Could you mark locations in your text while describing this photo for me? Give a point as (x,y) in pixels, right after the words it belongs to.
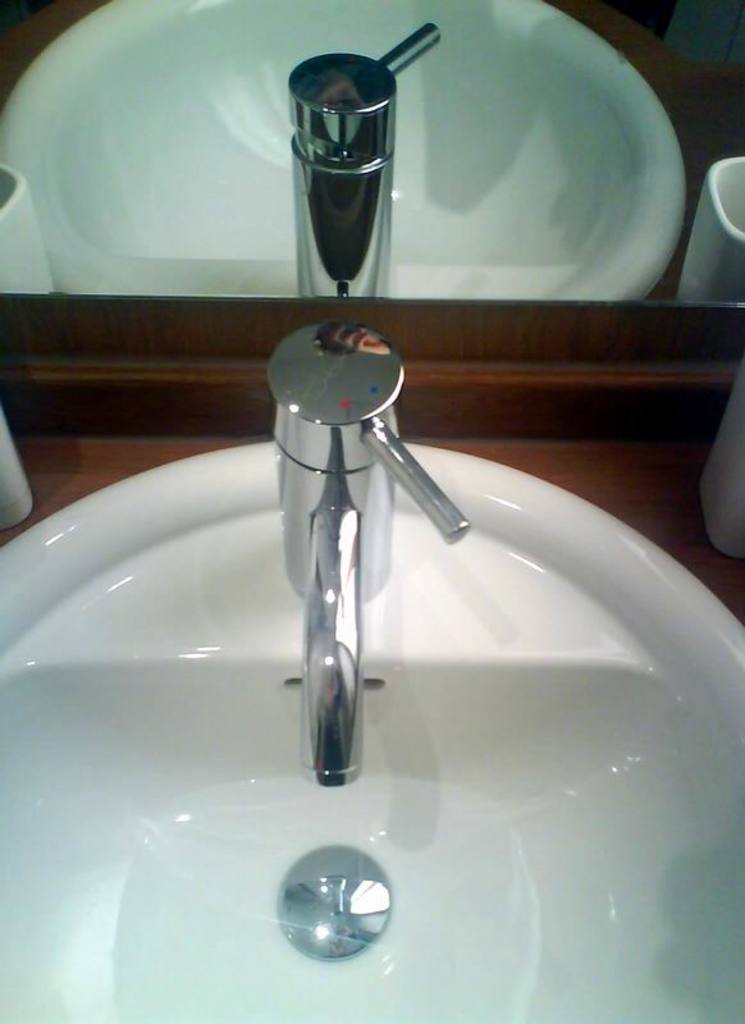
In the image in the center (405,660), we can see one sink (48,599), tap (332,621), mug (20,510), etc. In the background (412,218) there is a mirror (414,193), in which we can see the reflection (317,155) of the sink (181,154), tap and mug (708,213).
